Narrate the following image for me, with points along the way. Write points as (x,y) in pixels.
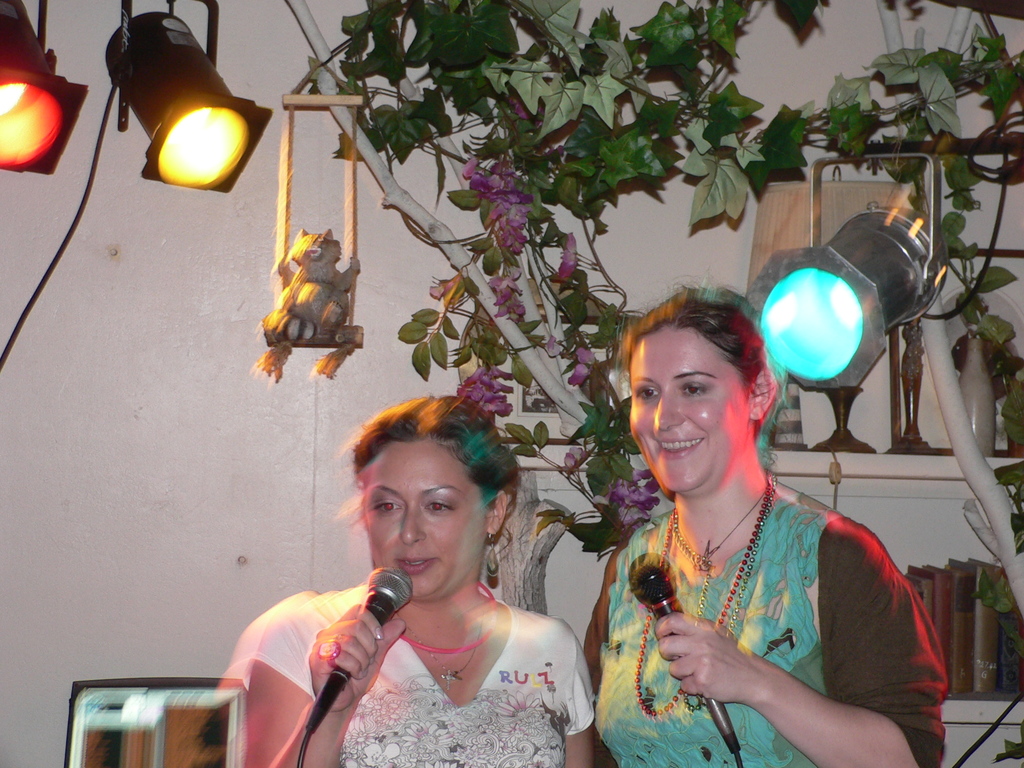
In this image, in the middle (362,464), we can see two women (424,662) standing and holding a microphone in their hands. In the background (408,133), we can see some trees (360,158), lights (152,154), wall (100,155), we can also see some books (959,565) and toys (991,383) on the shelf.
